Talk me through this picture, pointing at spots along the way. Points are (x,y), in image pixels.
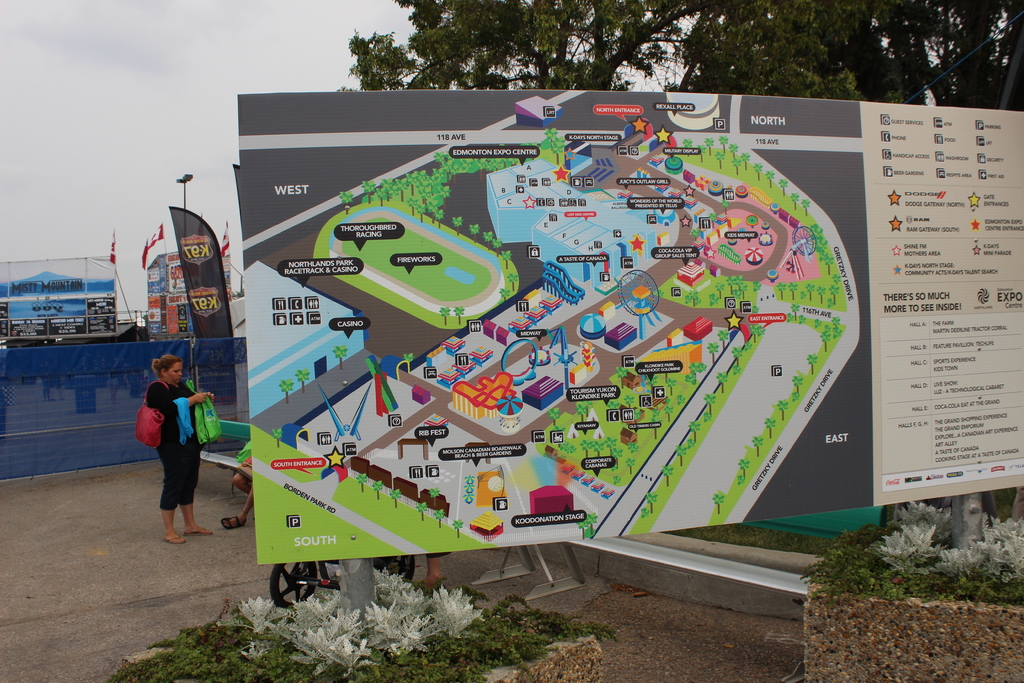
In the image there is a map (452,243) on the board (563,452) and around the rods (351,585) under the map (511,441) there are small plants (571,629), in the background (194,422) there is a woman (186,455), a vehicle (300,576), some banners (186,254) and trees (677,36).
